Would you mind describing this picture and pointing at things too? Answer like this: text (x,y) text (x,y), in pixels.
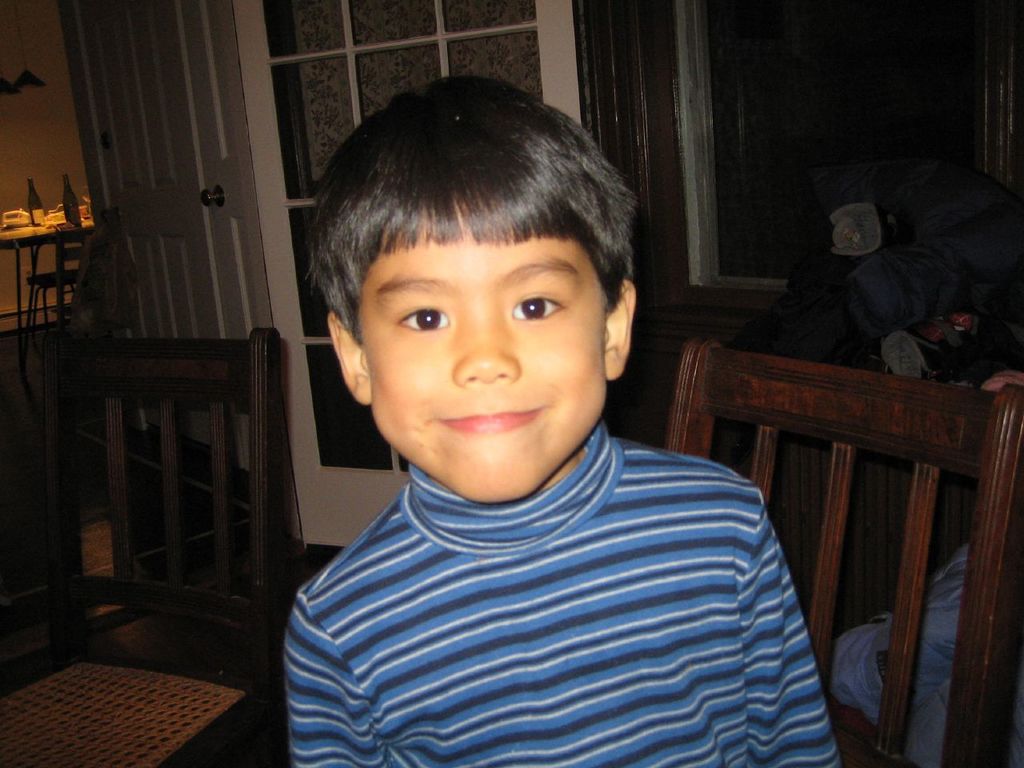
This is the picture of a room (672,260). In this image there is a boy (520,469) in the foreground (497,442). At the back (949,388) there are chairs (994,648) and there is a door (406,479). On the right side of the image (961,239) there are clothes (915,300) on the table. On the left side of the image (15,210) there are bottles (32,208) and there are objects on the table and there is a stool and there are lights (25,80) hanging from the ceiling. At the bottom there is a floor (13,437).
